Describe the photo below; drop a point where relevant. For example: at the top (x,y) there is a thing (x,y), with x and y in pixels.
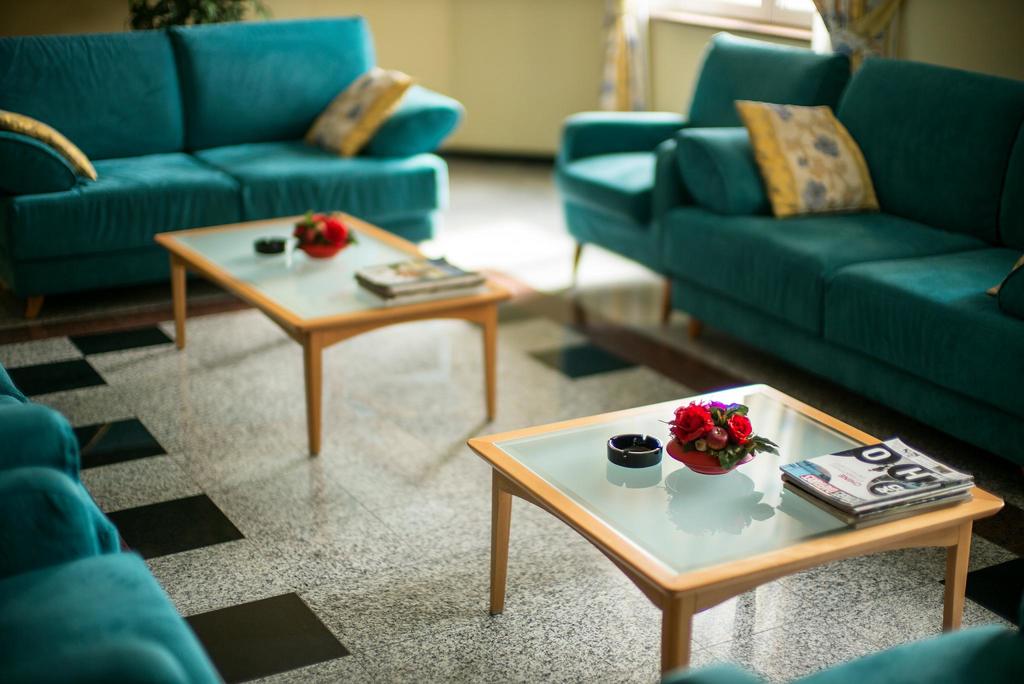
This image consists of sofas (1017,349) in blue color. In the middle (501,447), there are tables (576,521) on which flowers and books (876,492) are kept. At the bottom (402,562), there is a floor (424,392). In the background (509,44), there is a plant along with a wall (560,60).
